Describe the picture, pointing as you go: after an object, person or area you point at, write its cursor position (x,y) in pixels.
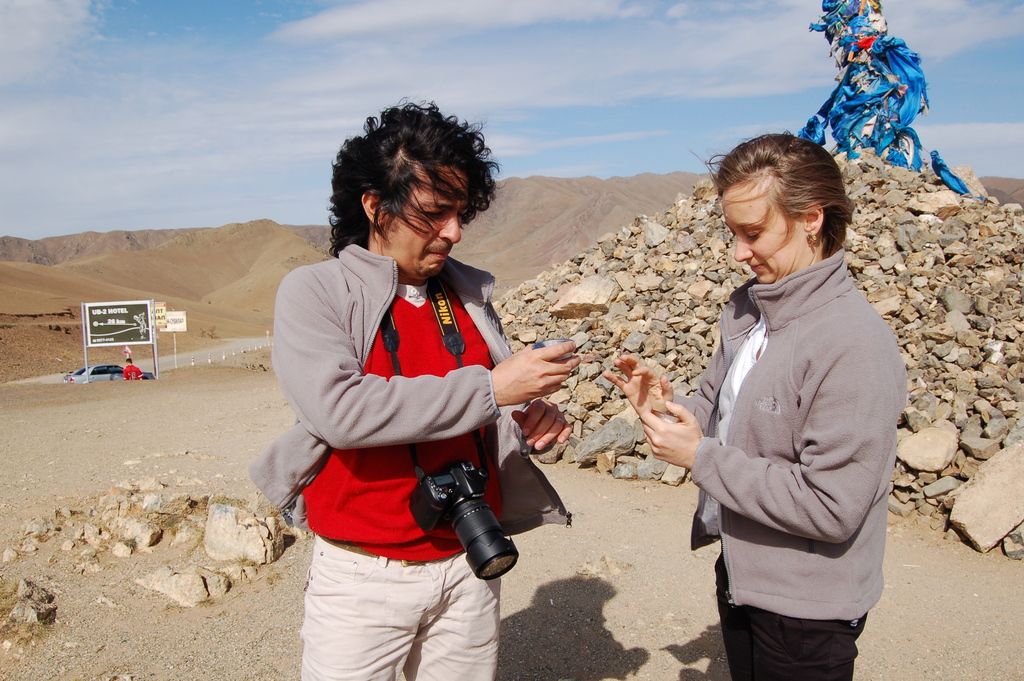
In this picture we can see people (410,516), among them one person (445,363) is wearing camera (493,519), behind we can see some stones (941,296) and sand hills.
